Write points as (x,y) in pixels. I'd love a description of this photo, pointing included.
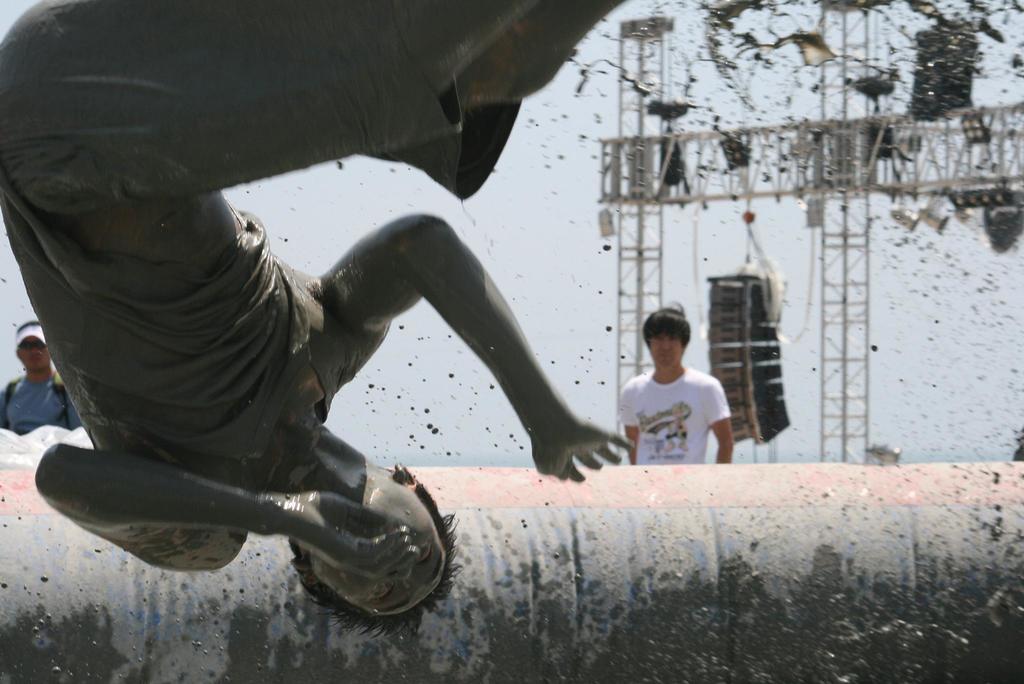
In this picture we can see three people (318,351) and a man (27,409) wore a cap (35,334), goggles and in the background (736,164) we can see some objects (808,123).
